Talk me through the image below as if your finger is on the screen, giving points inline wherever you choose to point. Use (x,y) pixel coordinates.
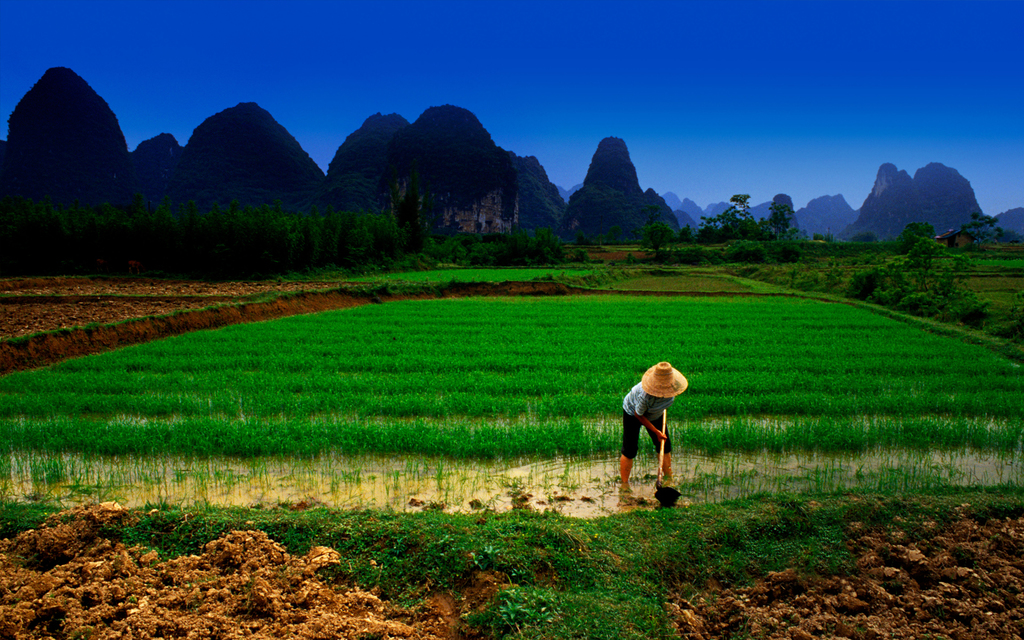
In this image there is a man (666,444) working in a field (515,320), in the background (269,240) there are trees (82,261), mountains (884,184) and blue sky (499,109).
